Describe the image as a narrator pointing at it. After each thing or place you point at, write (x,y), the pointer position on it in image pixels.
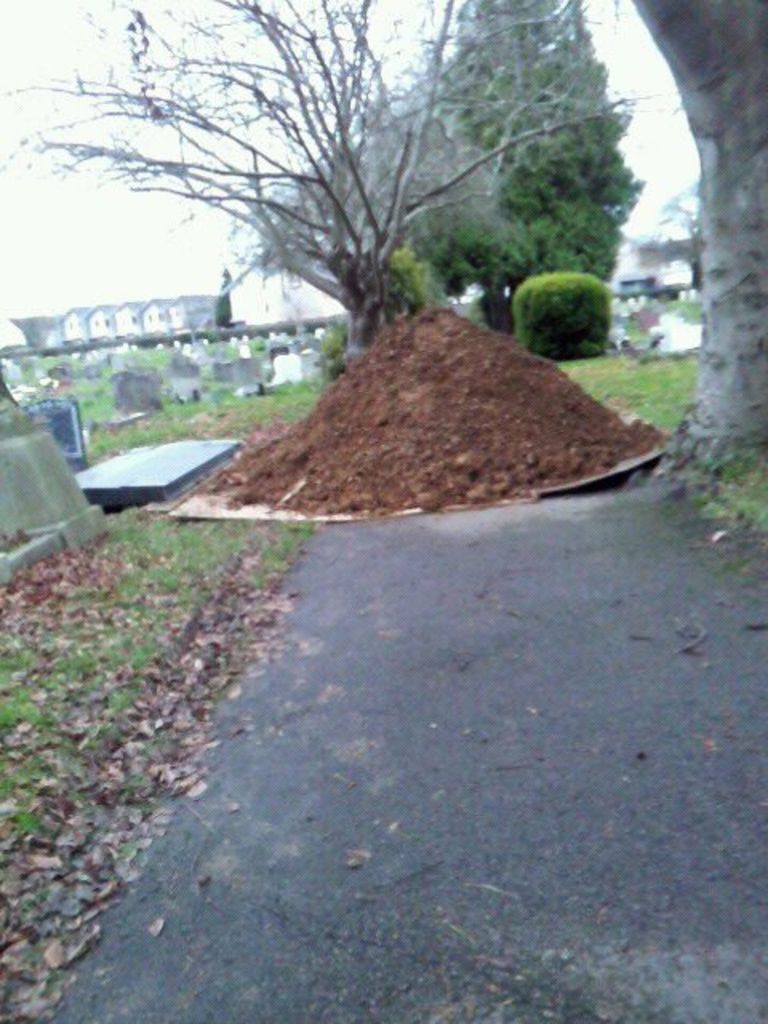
In this image we can see the heap of mud (329,501) on the road (529,733). We can also see some plants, trees (371,313), stones (140,406), some dried leaves (154,694) and the bark (703,381) of a tree (718,284). On the backside (159,326) we can see some houses (102,325) with roof (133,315) and the sky (117,265) which looks cloudy.
